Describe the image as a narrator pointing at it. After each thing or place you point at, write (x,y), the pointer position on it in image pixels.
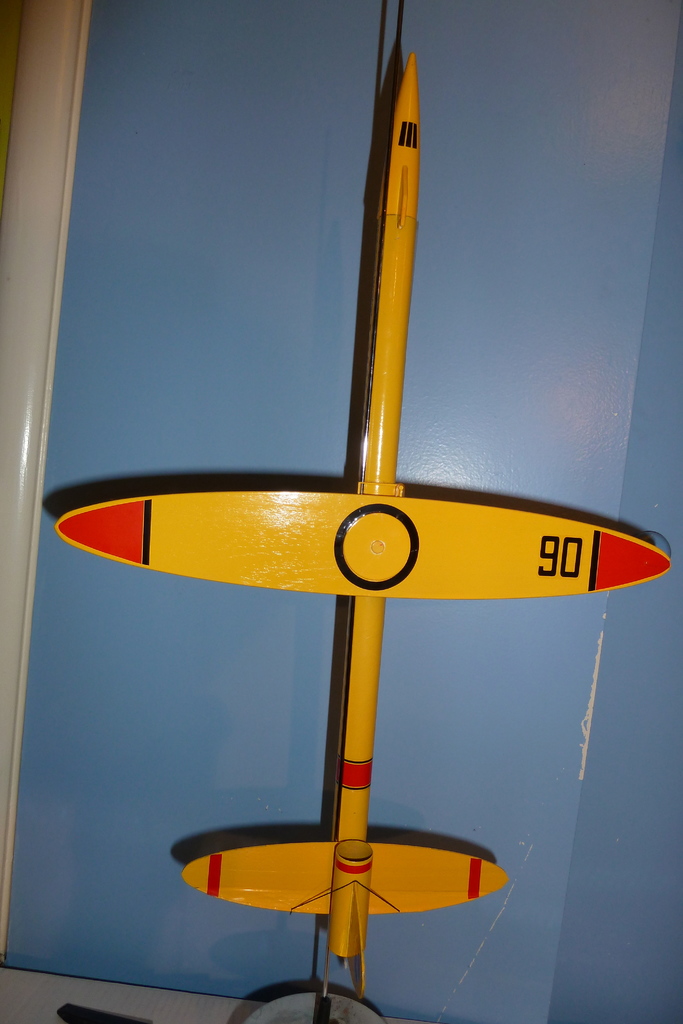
In this image I can see it looks like a toy (407,589) in yellow and red color.
